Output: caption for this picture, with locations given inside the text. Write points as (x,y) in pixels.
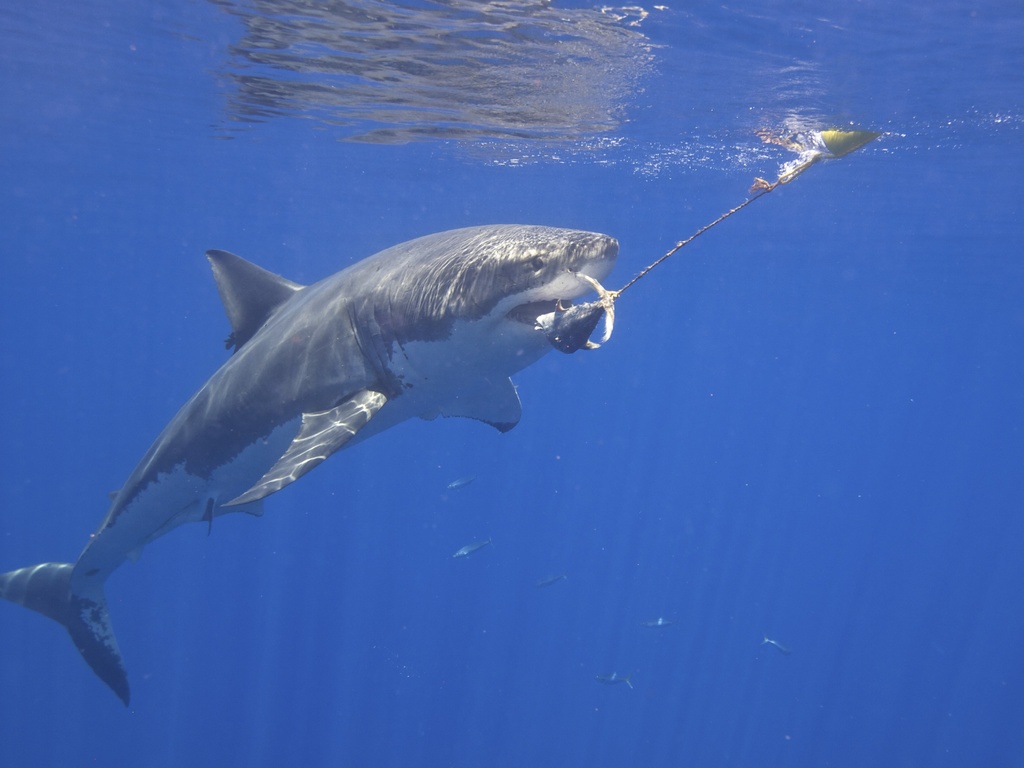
In this image I can see the underwater picture in which I can see a huge fish (357,420) which is grey and white in color. I can see something to its mouth (553,305). In the background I can see few other fish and the yellow colored object (855,136) on the surface of the water (847,122).
